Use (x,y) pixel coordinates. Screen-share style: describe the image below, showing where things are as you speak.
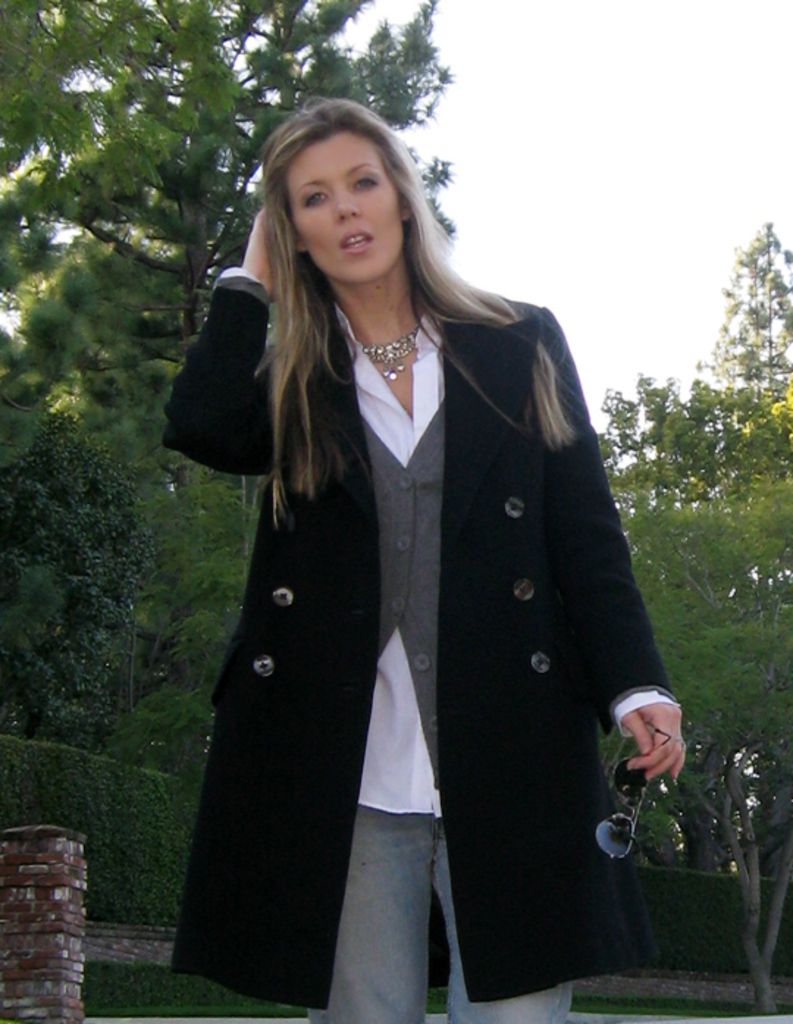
There is a woman (343,608) standing and holding glasses (628,775), behind this woman (241,796) we can see grass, plants (125,797), trees (727,664) and sky (664,344).
